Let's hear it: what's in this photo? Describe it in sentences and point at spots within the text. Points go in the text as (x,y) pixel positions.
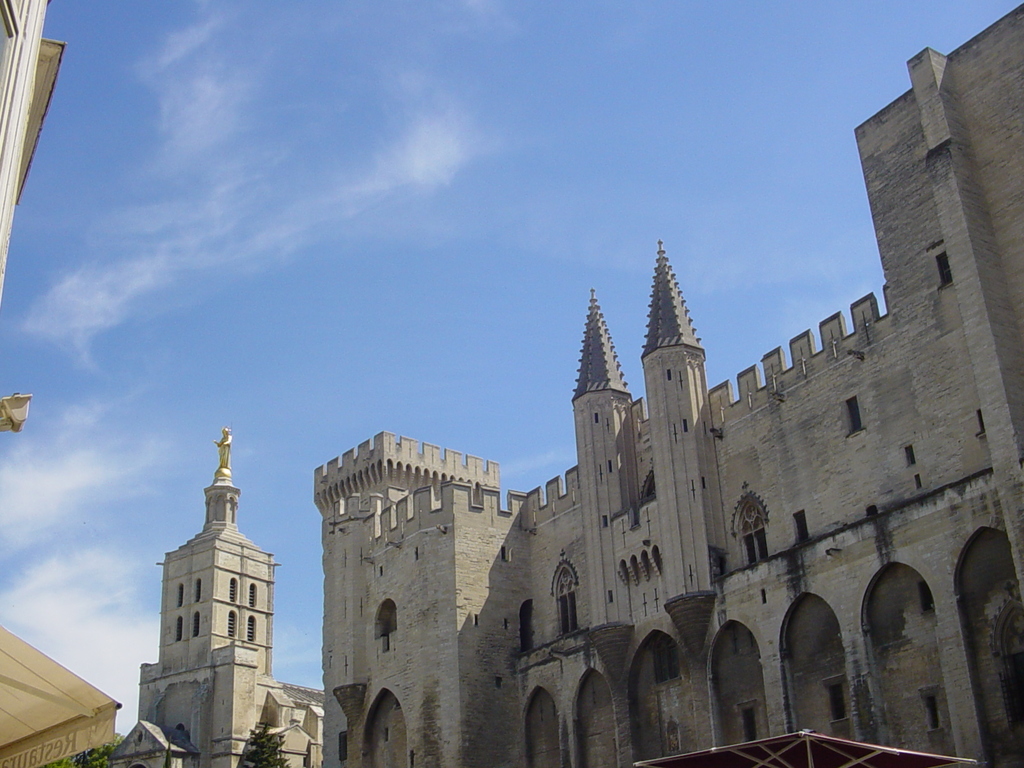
In this image we can see buildings (156,725), trees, statue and sky (270,326) with clouds (128,596).
